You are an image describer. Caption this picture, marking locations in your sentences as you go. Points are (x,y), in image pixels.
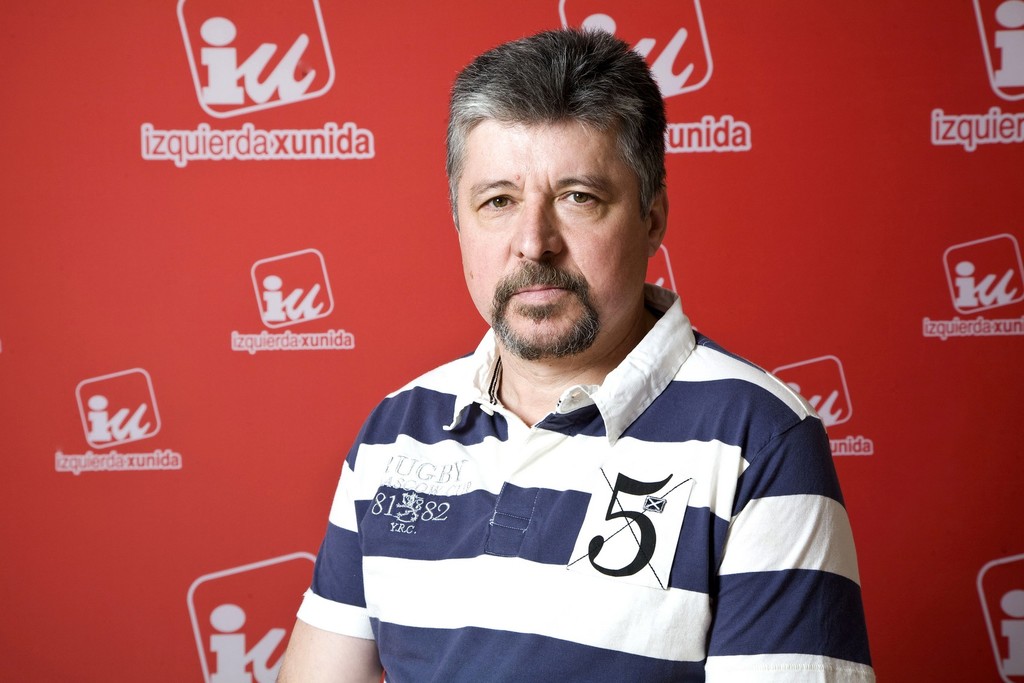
In the picture I can see a man (620,446) wearing blue and white color T-shirt (564,508) and in the background of the picture (203,186) there is red color sheet (241,288).
